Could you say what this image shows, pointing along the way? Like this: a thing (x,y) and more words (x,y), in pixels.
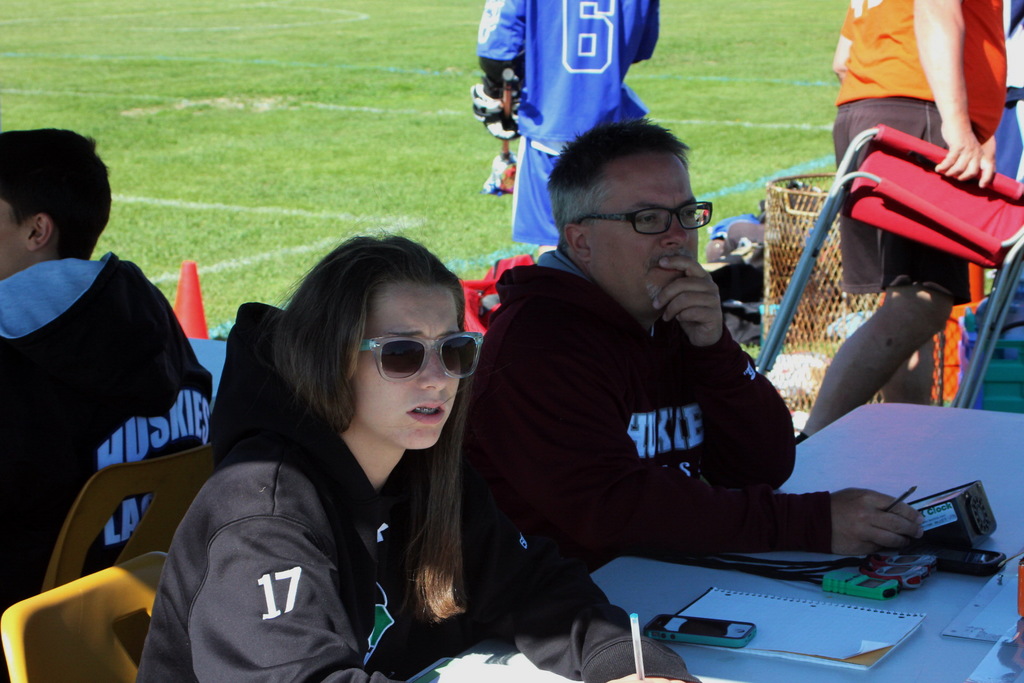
In this image I can see people (549,268) among them some are standing and some are sitting on chairs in front of tables (936,639). On tables (720,664) I can see a mobile (712,625), a book (796,629) and other objects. In the background (321,111) I can see the grass (314,147) and other objects (478,301) on the ground (302,113).
